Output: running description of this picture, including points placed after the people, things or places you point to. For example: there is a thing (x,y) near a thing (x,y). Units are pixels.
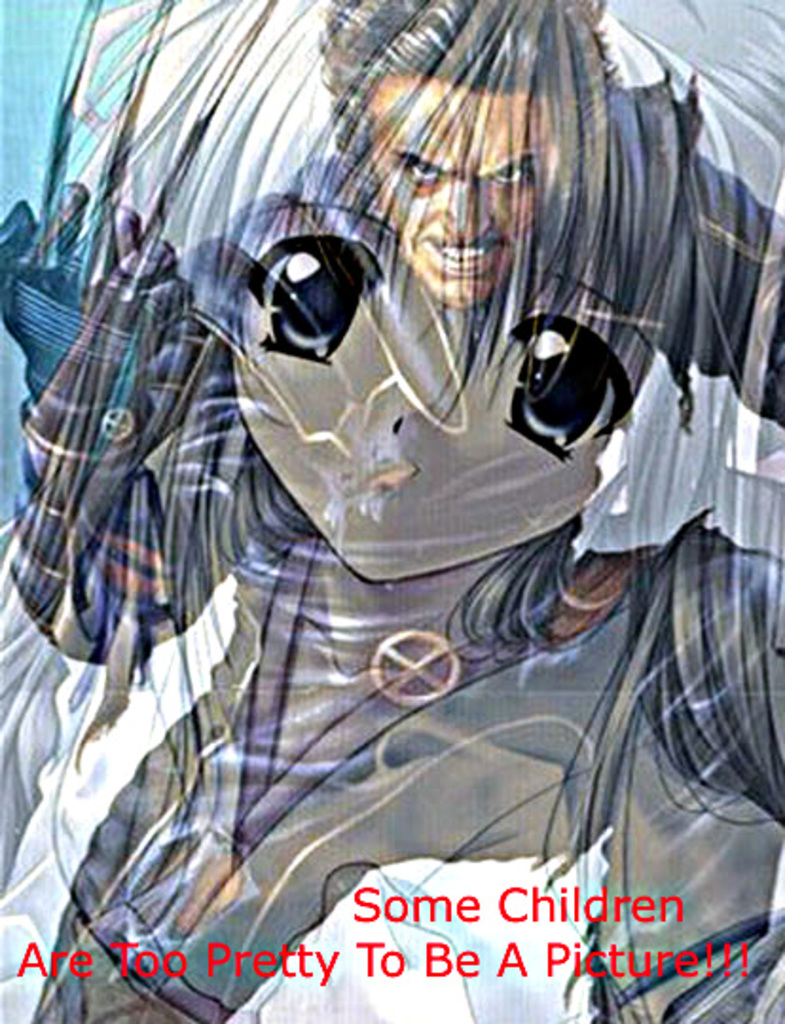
This is a poster (134,792), in this poster (130,781) we can see a person (142,796) and text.
